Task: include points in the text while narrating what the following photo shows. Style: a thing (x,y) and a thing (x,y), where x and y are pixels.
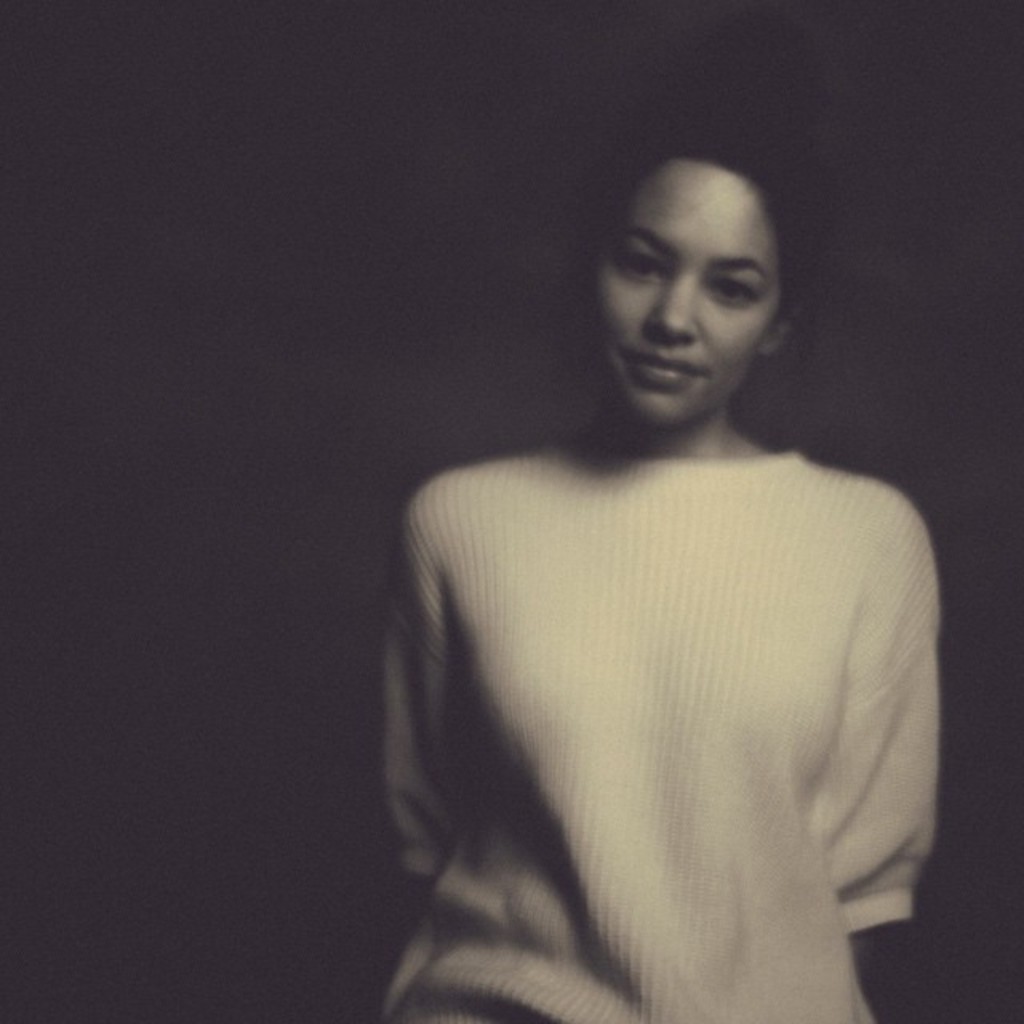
In this image there is a woman (671,696) standing.
